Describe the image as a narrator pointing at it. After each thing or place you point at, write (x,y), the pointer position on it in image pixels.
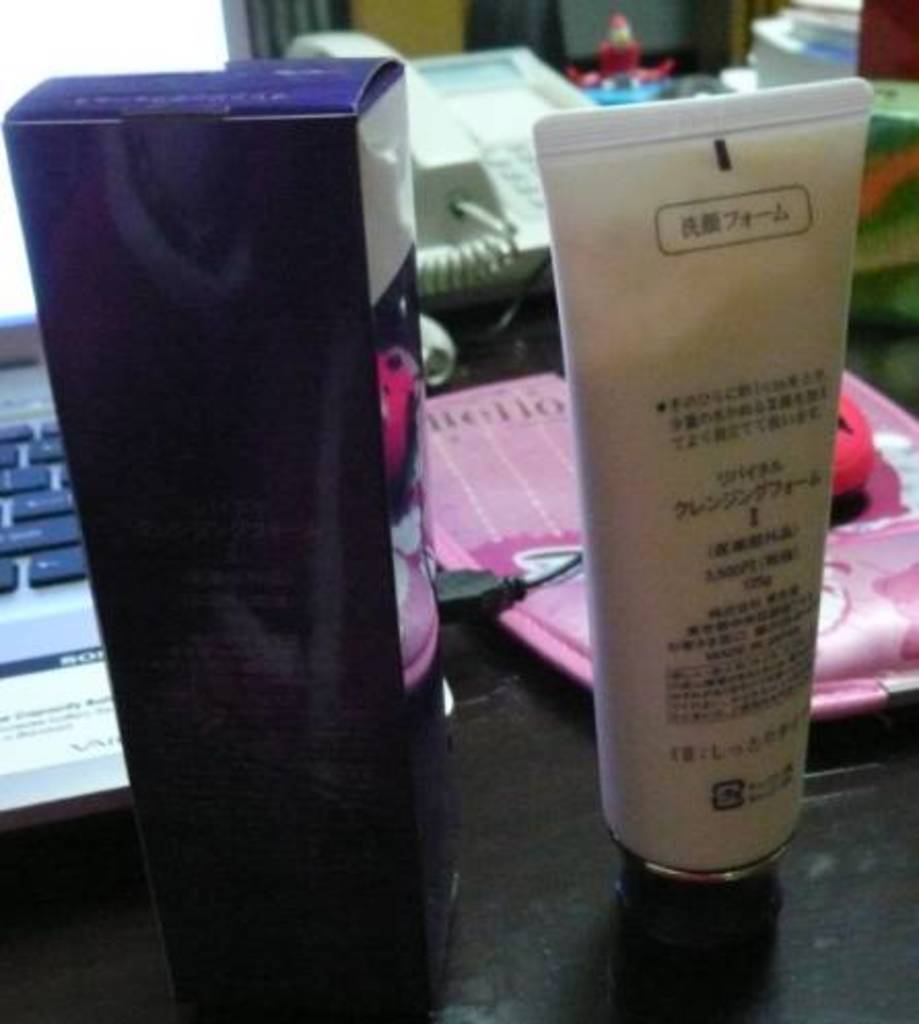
In this image there is a laptop (40,571) towards the left of the image (14,268), there is a table (581,925) towards the bottom of the image (598,932), there are objects (719,307) on the table (594,915), there is a telephone (450,146) on the table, there is a wire (517,579).
